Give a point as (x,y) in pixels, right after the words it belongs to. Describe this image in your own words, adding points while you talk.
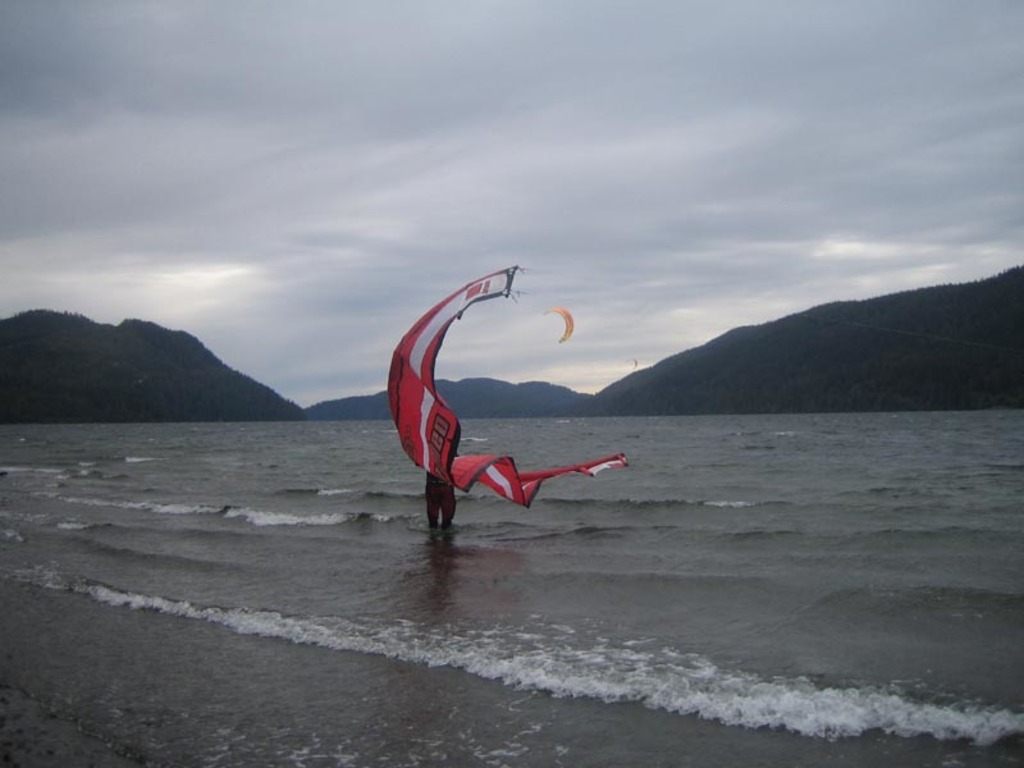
This is the picture of a person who is holding the parachute (411,390) and standing in the water (390,539) and behind there are some mountains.
